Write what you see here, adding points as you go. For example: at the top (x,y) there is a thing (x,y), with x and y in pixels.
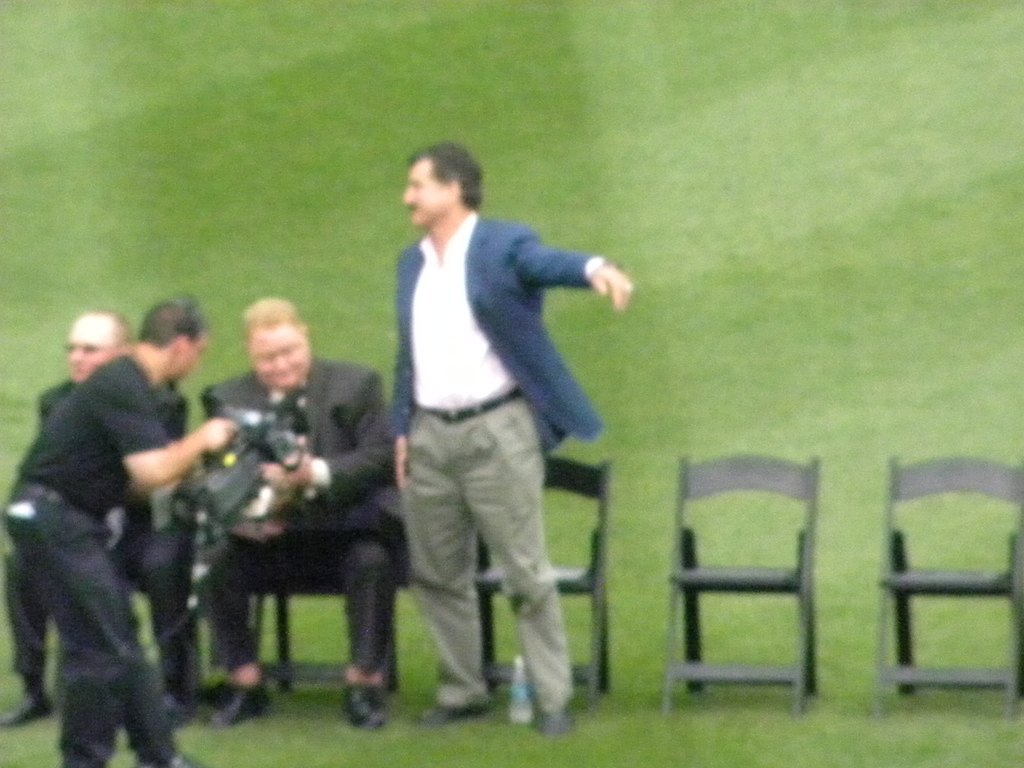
In the image there is a guy (461,367) stood in front of chair (487,674) on a grass field (617,139), Beside him there are other two guys (167,554) sat on chairs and left side (92,409) corner a guy (87,382) with black t-shirt (115,501) stood with camera (212,494).
